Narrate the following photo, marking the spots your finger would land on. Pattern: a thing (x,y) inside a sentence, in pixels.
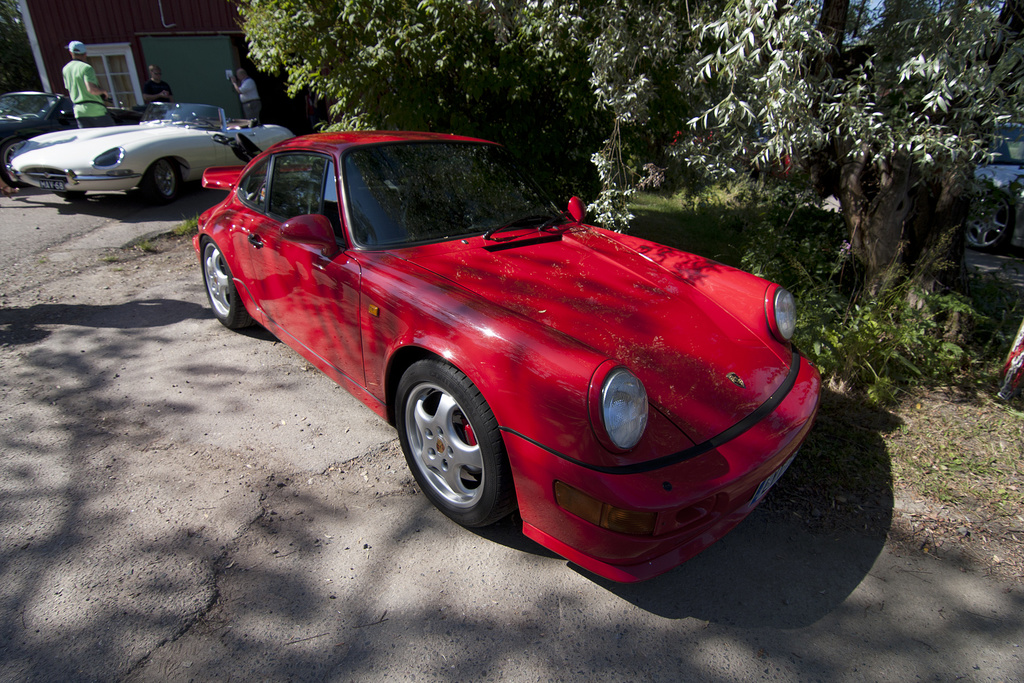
In this image there is a building (67,24), in front of that there are some people (101,91) standing beside the cars (22,101), also there are so many trees (25,79) beside the red car (570,231).
